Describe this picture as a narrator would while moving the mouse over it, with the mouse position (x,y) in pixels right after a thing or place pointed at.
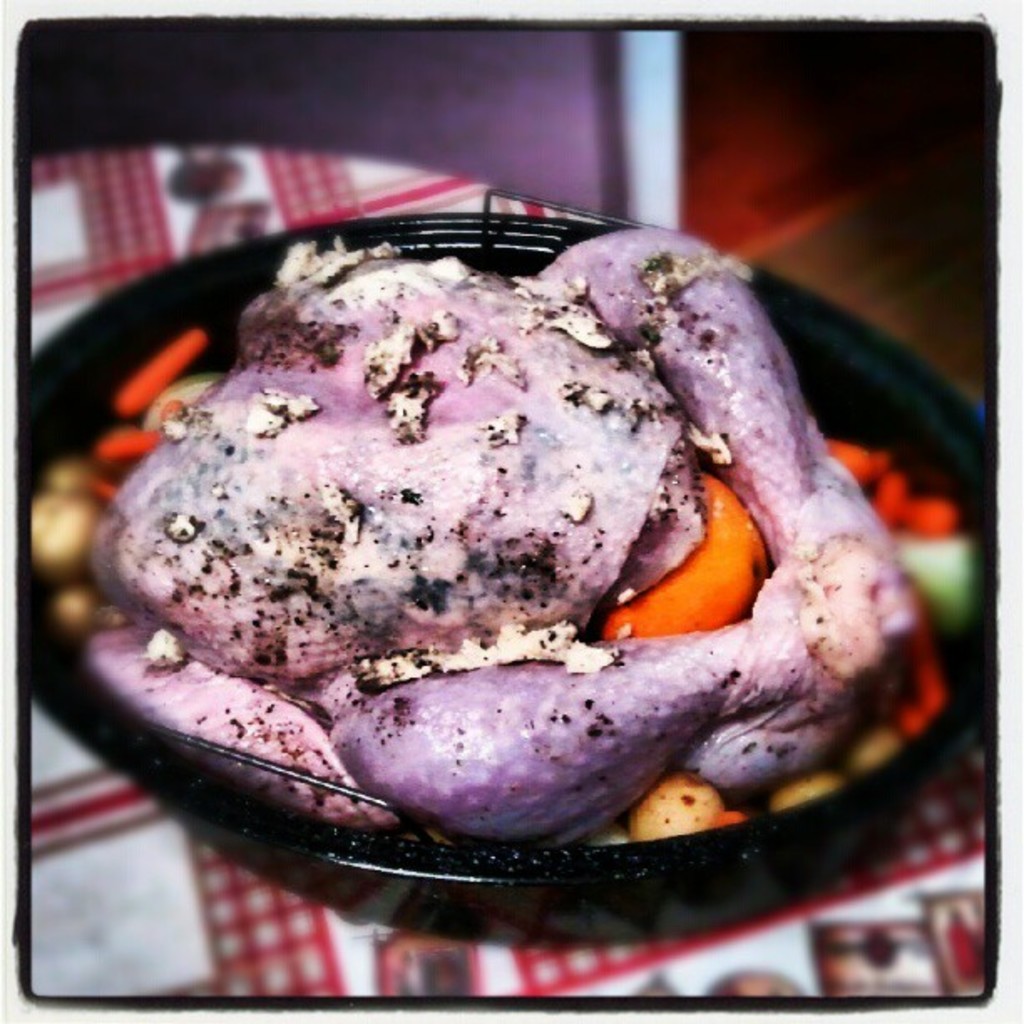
It is a chicken (558,553) in a black color pan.
